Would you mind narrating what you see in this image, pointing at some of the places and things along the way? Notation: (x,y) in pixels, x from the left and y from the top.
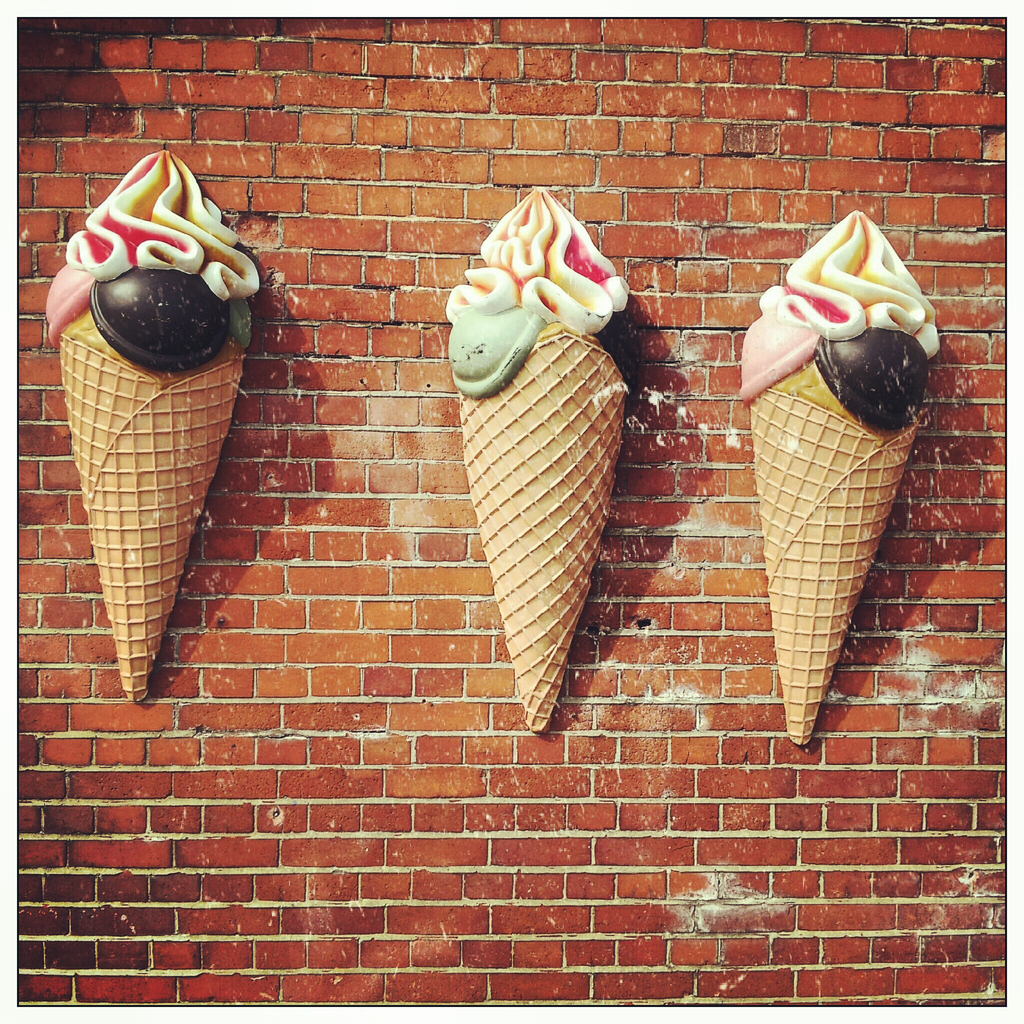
In this image, there are ice creams (524,432) on the wall (300,787).
